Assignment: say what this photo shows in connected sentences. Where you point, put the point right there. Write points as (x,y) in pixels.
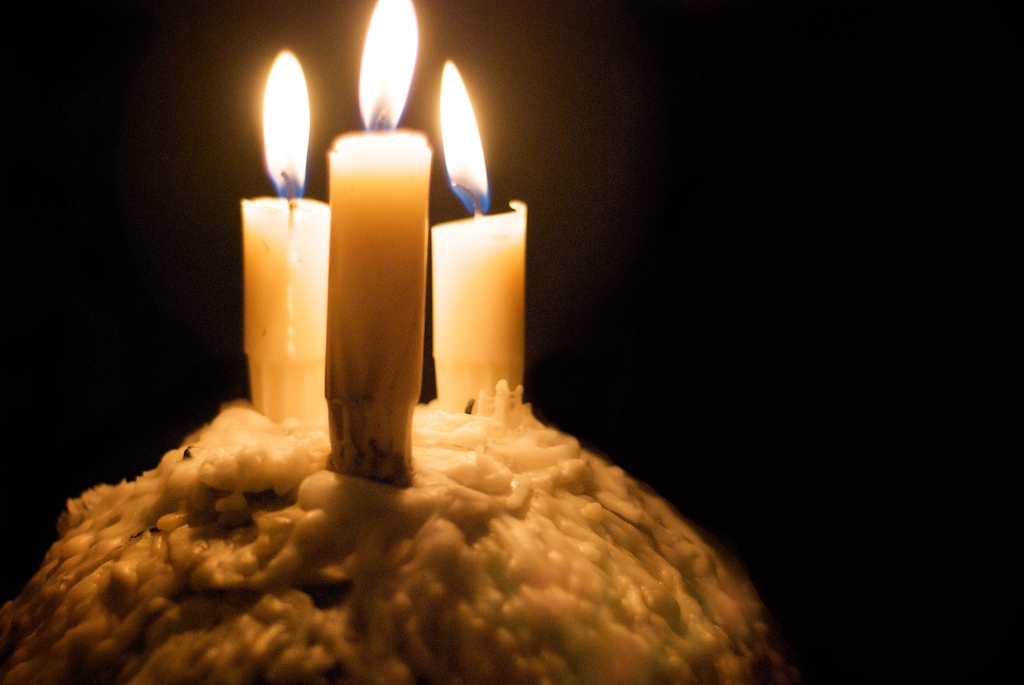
In the picture we can see three candles (370,243) are lit and here we can see the melted wax (248,521). The background of the image (947,152) is dark.
